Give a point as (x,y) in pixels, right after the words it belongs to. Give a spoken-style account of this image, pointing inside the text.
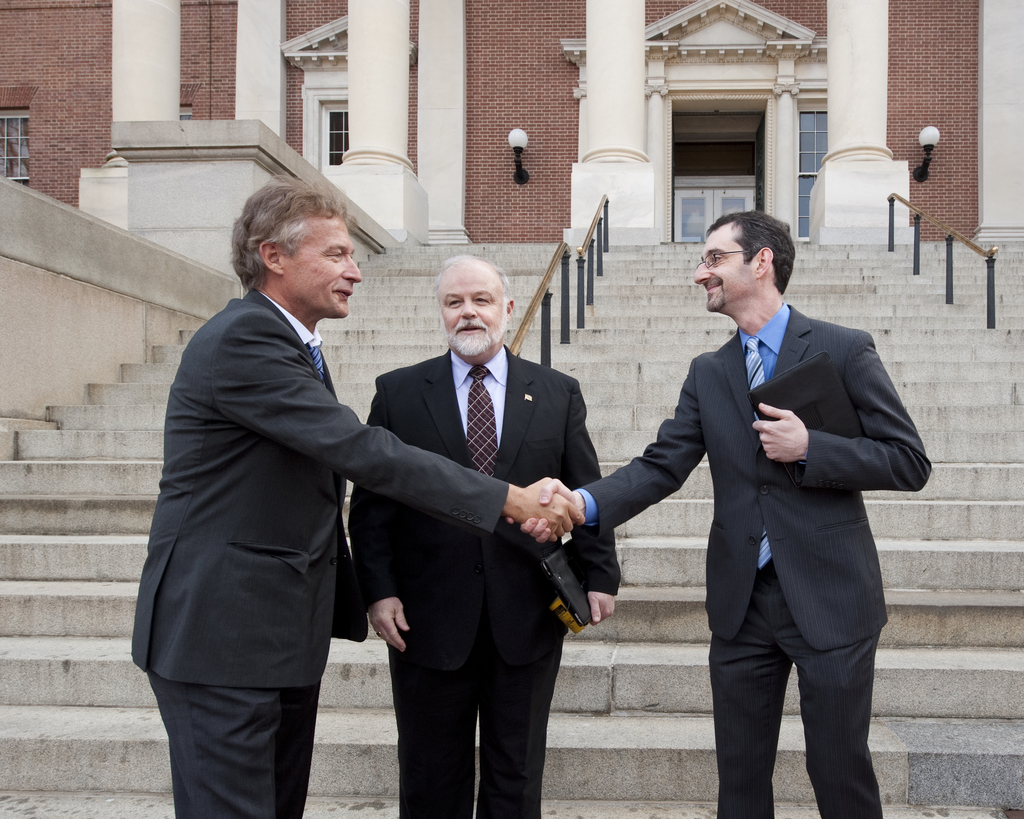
In the foreground of the image (586,504) there are three persons (530,422) standing wearing suits (477,512). In the background of the image (410,218) there is a building (333,171). There are windows (6,150). There is a door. There are staircases (609,300). There is a railing (597,213).
